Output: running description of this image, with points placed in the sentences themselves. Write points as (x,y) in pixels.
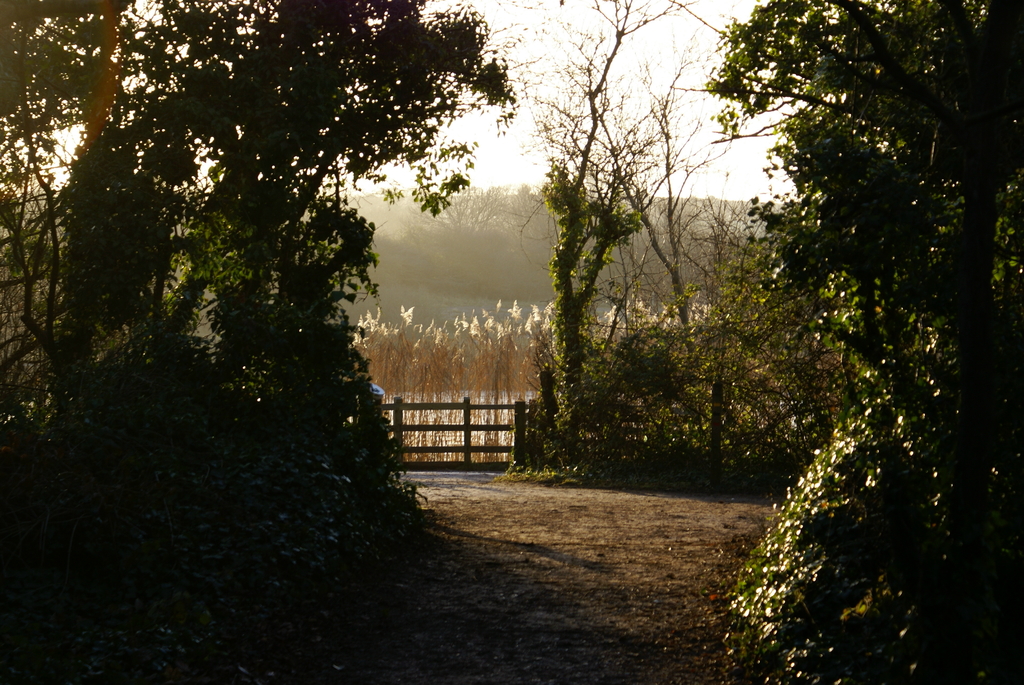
In this picture I can see there is a walk way (525,608) here and there are trees (129,531) on both the sides of the way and in the backdrop (436,431) I can see there is a fence (425,428) and a mountain (495,288). The sky (716,168) is clear.
